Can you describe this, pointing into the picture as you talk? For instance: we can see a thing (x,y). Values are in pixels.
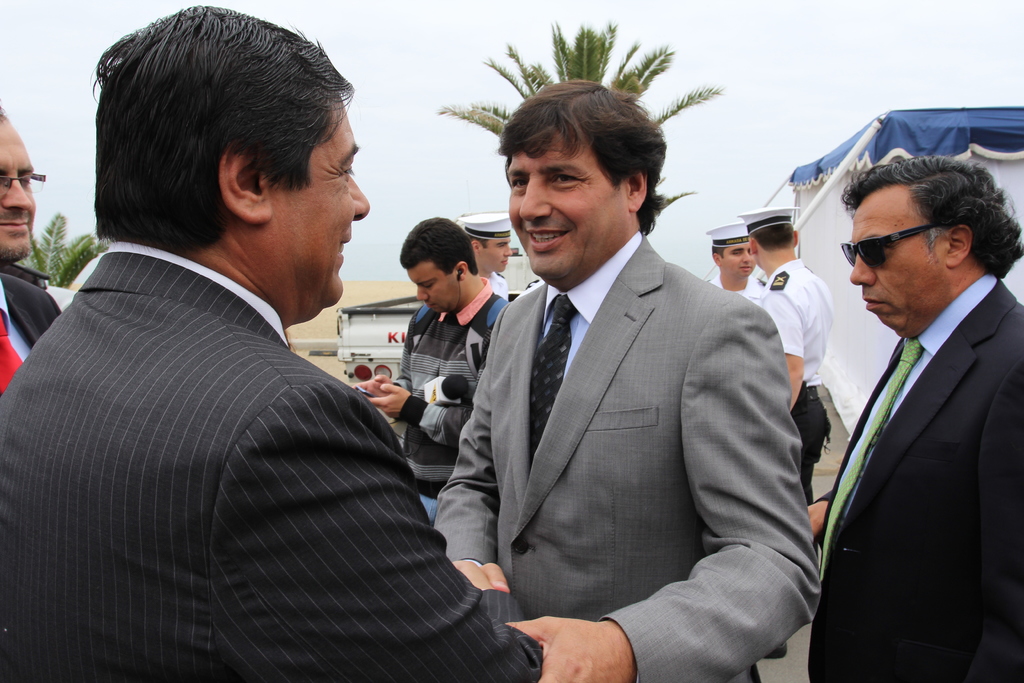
In this image there are men (720,499) standing. In the center (638,414) there are two men (341,265) smiling. Behind them there is a man (419,359) holding a microphone (447,392) in his hand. To the right (865,135) there is a tent (866,156). In the background (589,71) there are trees (592,53). At the top (571,34) there is the sky (564,23).
